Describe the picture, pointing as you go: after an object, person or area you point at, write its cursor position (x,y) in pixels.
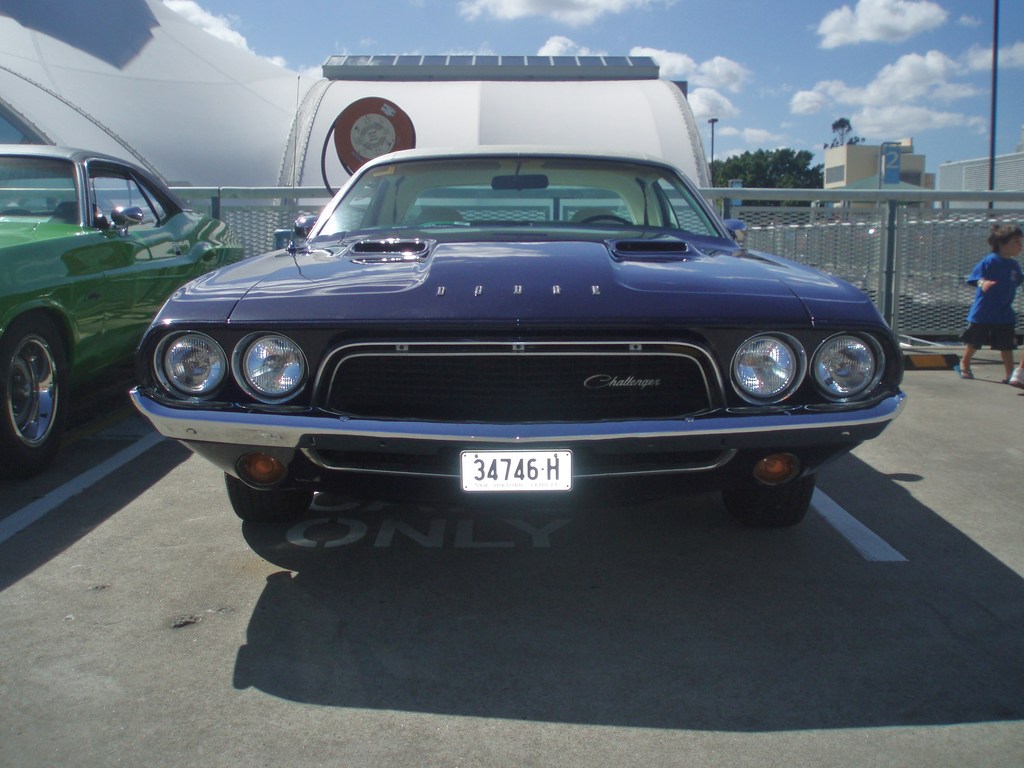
In this picture we can see cars (224,269) and a child (1013,249) walking on the road (824,589), fence (785,239), trees (796,159), poles (994,121) and in the background (560,10) we can see the sky (734,83) with clouds (898,62).
